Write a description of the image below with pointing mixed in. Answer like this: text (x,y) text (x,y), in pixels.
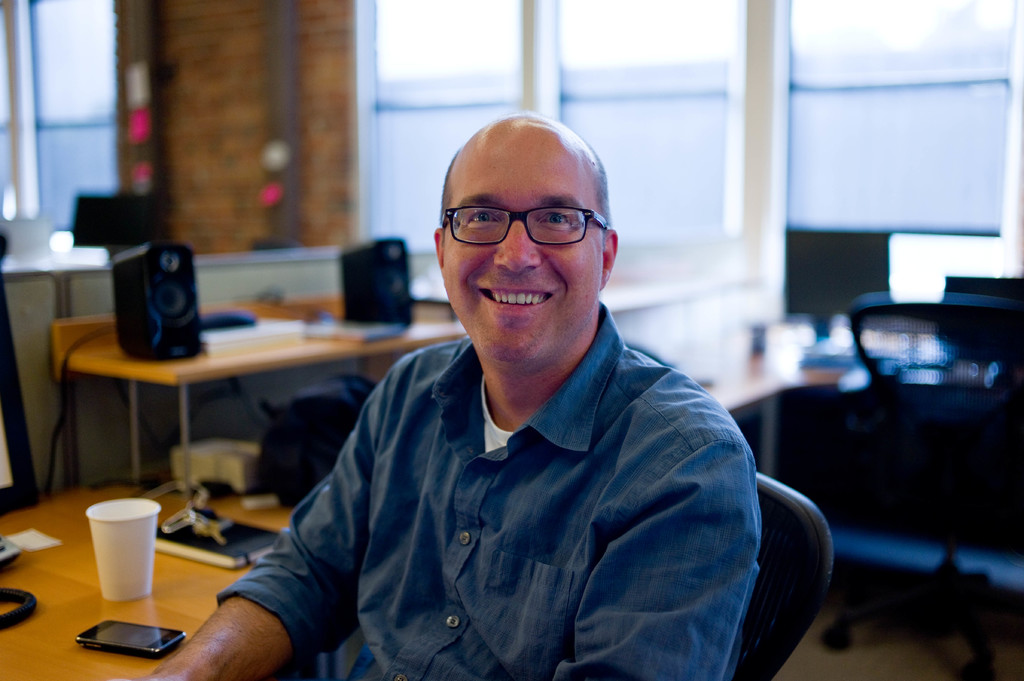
In the center of the image (546,380) we can see a person (497,299) wearing glasses (568,243) and sitting on the chair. Beside the person (543,567) there is a table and on the table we can see a mobile phone (119,634), cup (143,509) and a book (224,552). The background (187,286) is blurry with a table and also sound boxes (346,272) on the table (186,375).
